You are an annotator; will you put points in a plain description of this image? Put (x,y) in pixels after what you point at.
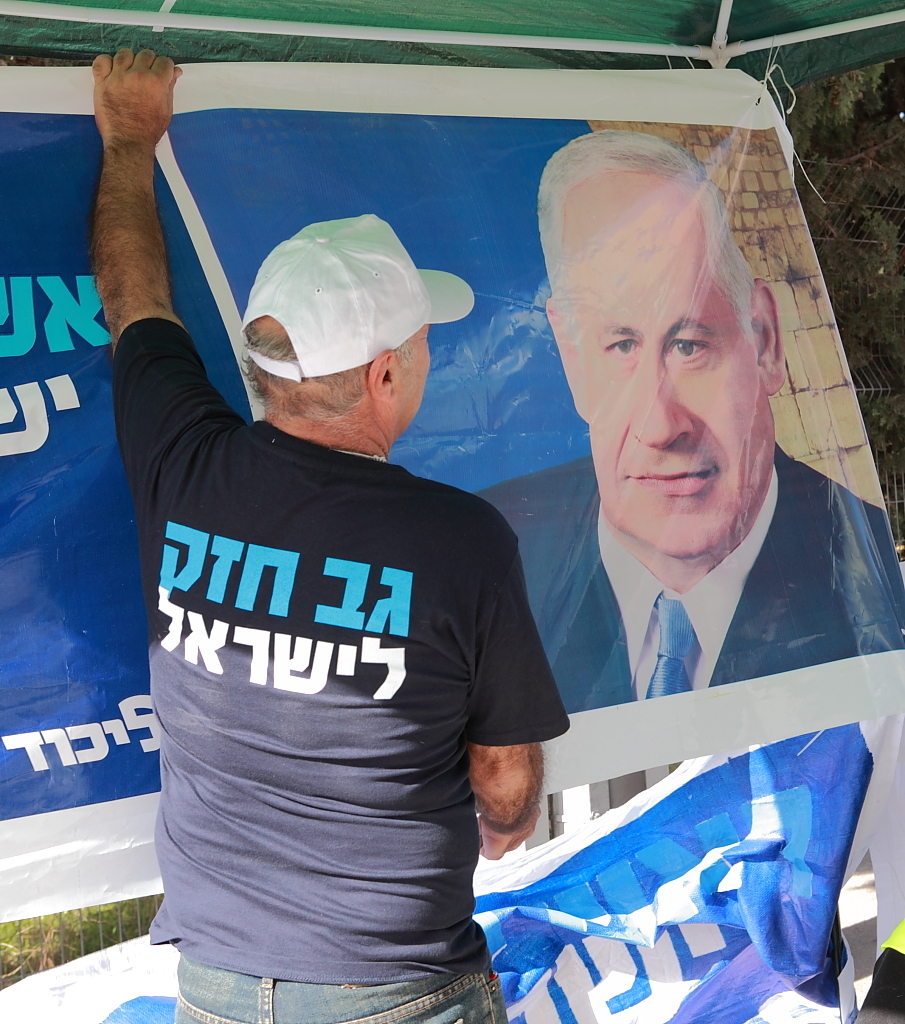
In this picture I can see a man (333,620) holding a flex banner (685,461). The man (312,456) is wearing white color cap (324,348) and t-shirt (320,755). On the flex banner (676,471) I can see an image (686,410) of a person (677,424). Here I can see some other objects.
